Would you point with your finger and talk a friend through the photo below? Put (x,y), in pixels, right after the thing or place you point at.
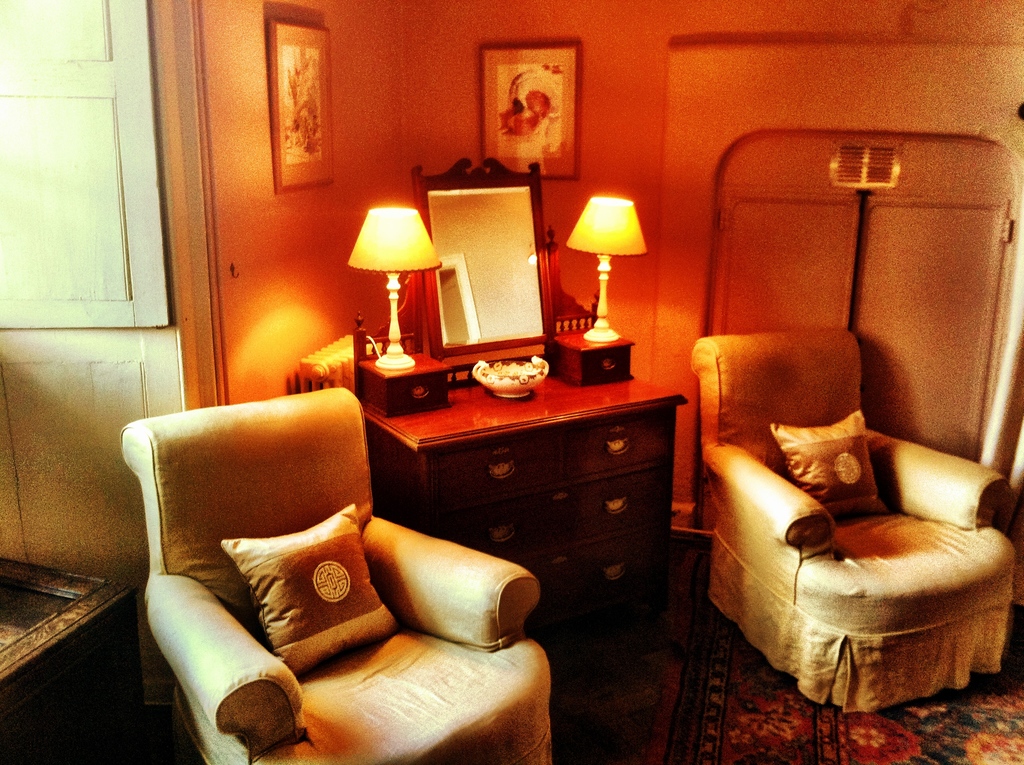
This is the picture of a room (415,334) where we have two sofas (265,456) on which there are two pillows (283,572), and behind there is a table (486,410) on which there is a mirror (459,324), two lamps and behind there are two frames (312,166) to the wall (232,190).
